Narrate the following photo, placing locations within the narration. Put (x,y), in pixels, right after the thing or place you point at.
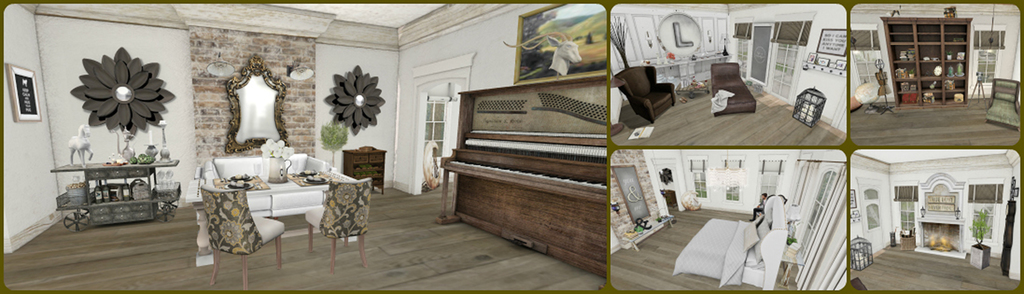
A collage picture. In this first image we can see piano keyboard (571,183), couch (315,157), chairs (342,199), tables (137,171) and cupboard (357,164). On these tables (283,191) there is a statue (91,143) and things (284,172). Pictures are on the wall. In this second image we can see a chaise lounge (727,79), decorative item (622,41) and chair (655,80) Pictures (828,39) are on the wall (838,25). In this third image we can see a bed (710,262) with pillows (754,230), windows (725,196) and objects (631,197). In this fourth image rack (920,47) is filled with objects (913,100). These are windows (859,48) and chair (1013,104). In this fifth image we can see a fireplace (938,230), plant (985,228), windows (903,205) and things (1005,226).
